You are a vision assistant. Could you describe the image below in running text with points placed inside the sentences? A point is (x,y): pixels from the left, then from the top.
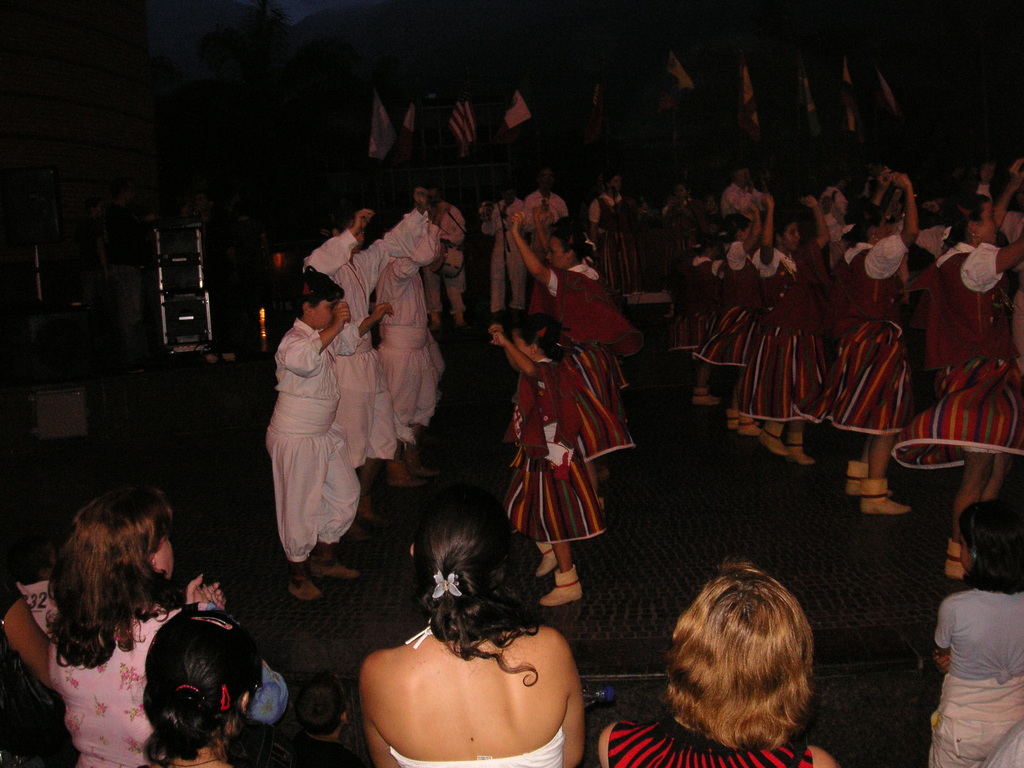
This is an image clicked in the dark. In the middle of the image (517,323) I can see few people (600,399) wearing costumes (940,342) and dancing on the floor (663,510). At the bottom of the image (492,721) I can see some more people (266,706) are looking at the people (748,321) who are dancing. The background (108,166) is in black color.
